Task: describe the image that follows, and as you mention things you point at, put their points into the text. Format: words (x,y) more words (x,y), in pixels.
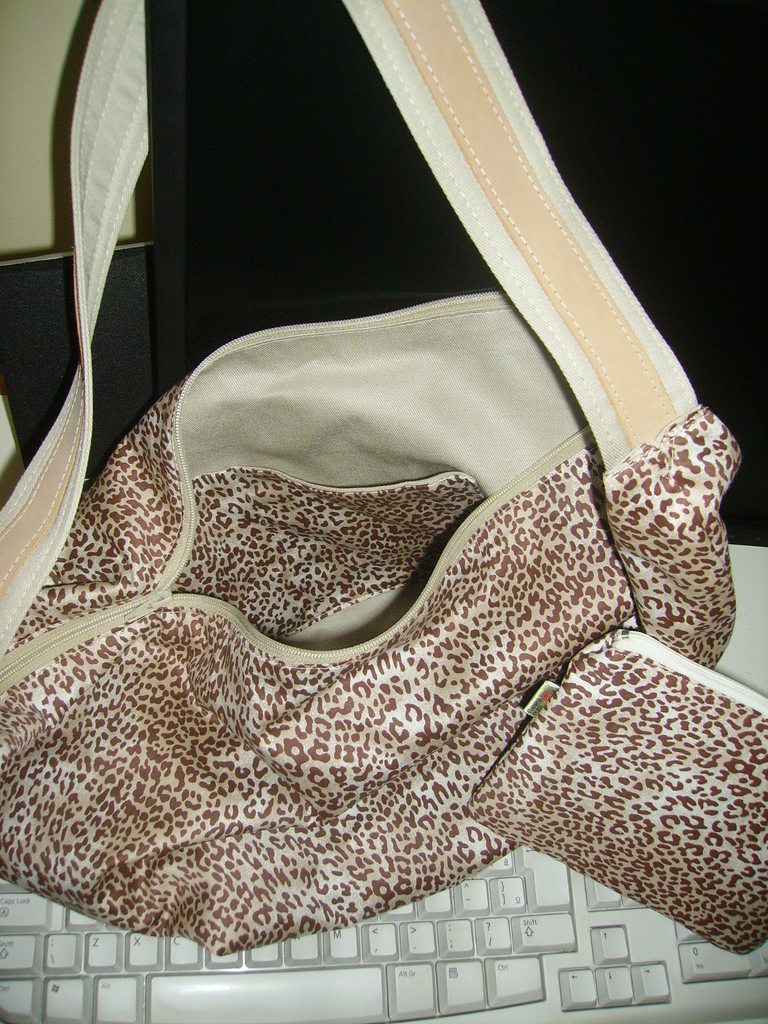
The picture consists of keyboard (469,907), system (766,55) and a bag (422,624).
